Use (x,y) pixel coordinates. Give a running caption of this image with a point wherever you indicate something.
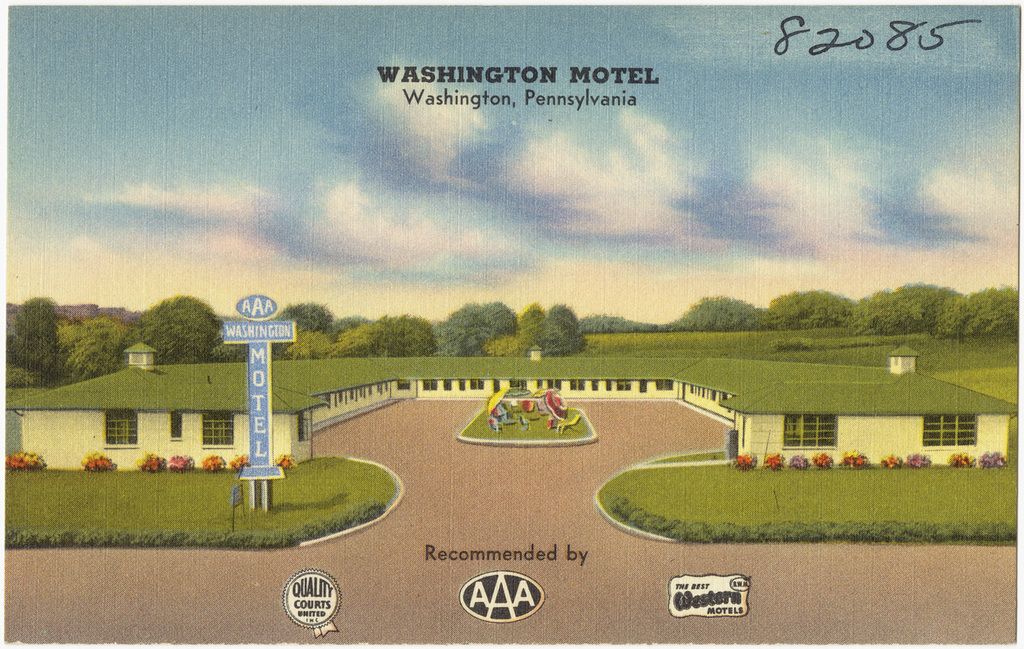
In this image, It is a poster (943,635). I can see a building (459,378) with windows (229,433), grass (283,502) and bushes (234,467) with flowers (815,458). This is a name board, which is in front of a building (304,453). In the background (115,343), I can see the trees (400,330) and the sky (655,213). These are the letters (480,90) and logos (485,583) on the poster (521,564).
